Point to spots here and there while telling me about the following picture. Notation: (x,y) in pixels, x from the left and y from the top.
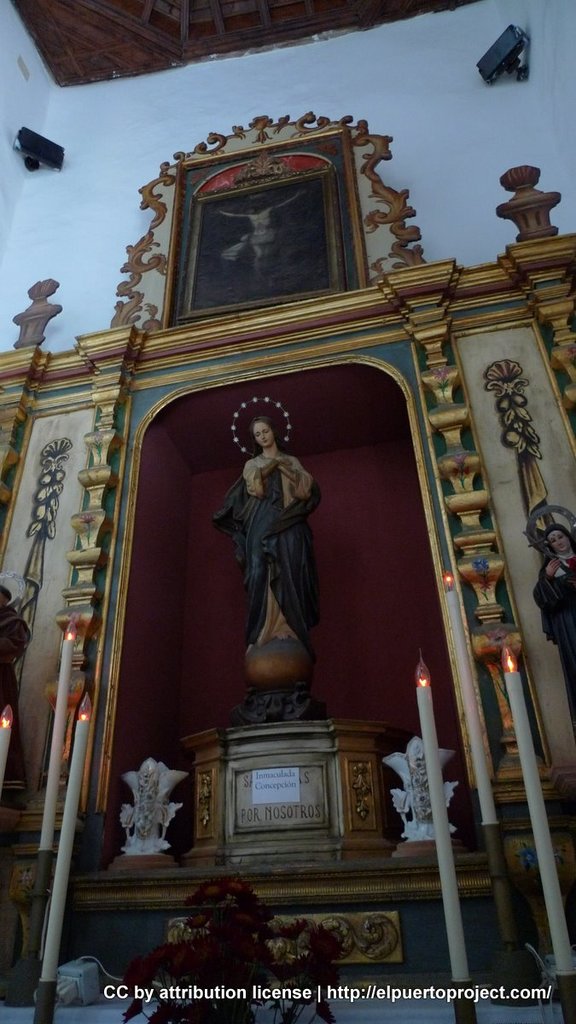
In this image in the front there are candles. In the background (169,651) there is frame (30,375) and on the frame (180,302) there are statues (570,553) and there is a wall (97,230) which is white in colour and there are speakers (520,66) which are black in colour.
